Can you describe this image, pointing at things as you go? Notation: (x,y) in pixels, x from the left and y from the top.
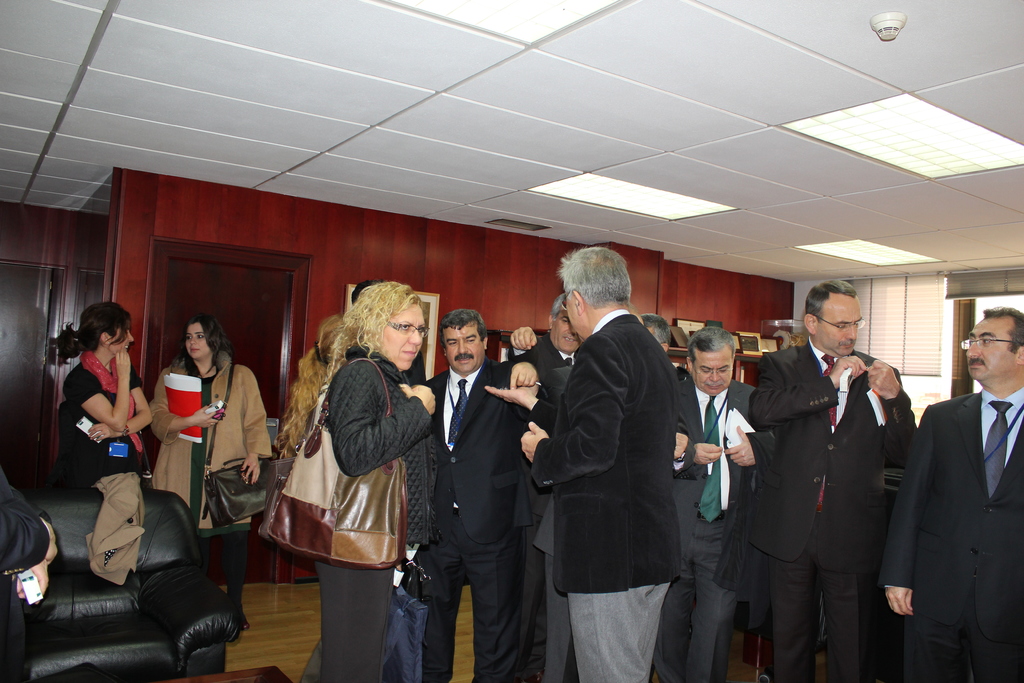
In the image there are few people (611,392) standing. And there are two ladies (164,407) wearing bags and holding some objects (174,386) in their hands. Behind them there is a wall (396,276) with frames (768,338), cupboards (673,348) with few items (671,333) and also there is a door (176,318). On the left side of the image (109,539) there is a sofa chair (54,522) with a jacket (117,487). At the top of the image (938,13) there is a ceiling (773,262) with lights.
